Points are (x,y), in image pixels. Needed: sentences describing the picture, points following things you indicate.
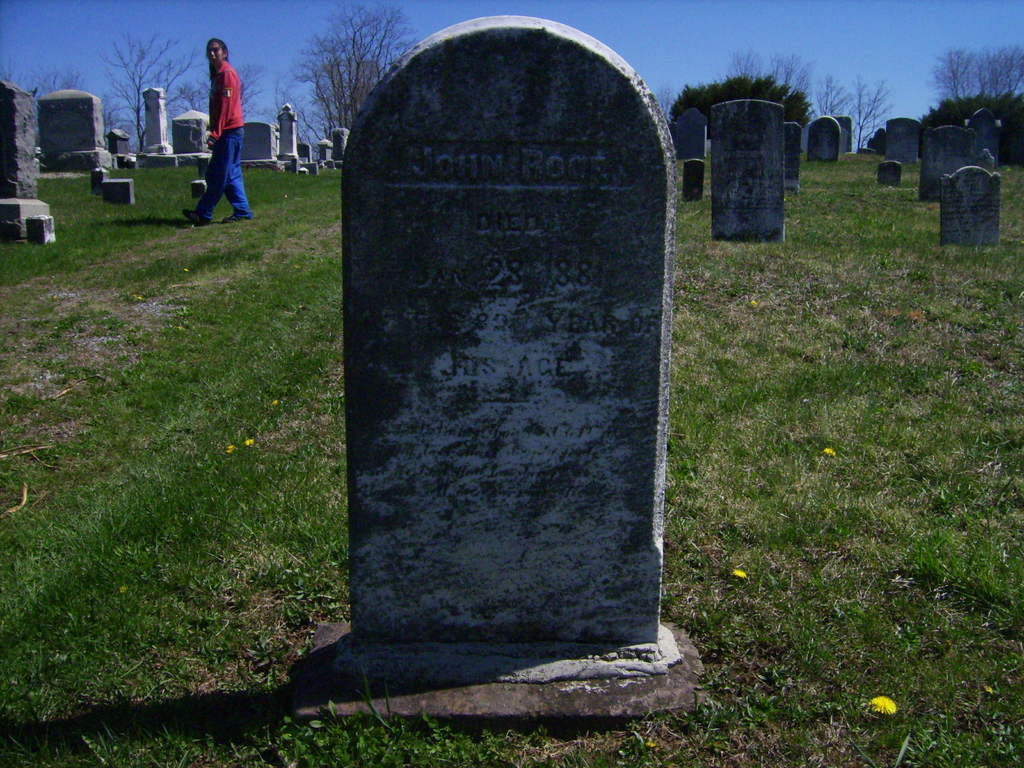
In this image we can see a gravestone (450,452) on the ground (883,380) with some text (507,353) on it. We can also see some grass (262,436) and some flowers (230,443) on the ground (250,179). On the backside (217,117) we can see some grave stones (713,171), a person (234,182) standing, a group of trees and the sky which looks clear.
